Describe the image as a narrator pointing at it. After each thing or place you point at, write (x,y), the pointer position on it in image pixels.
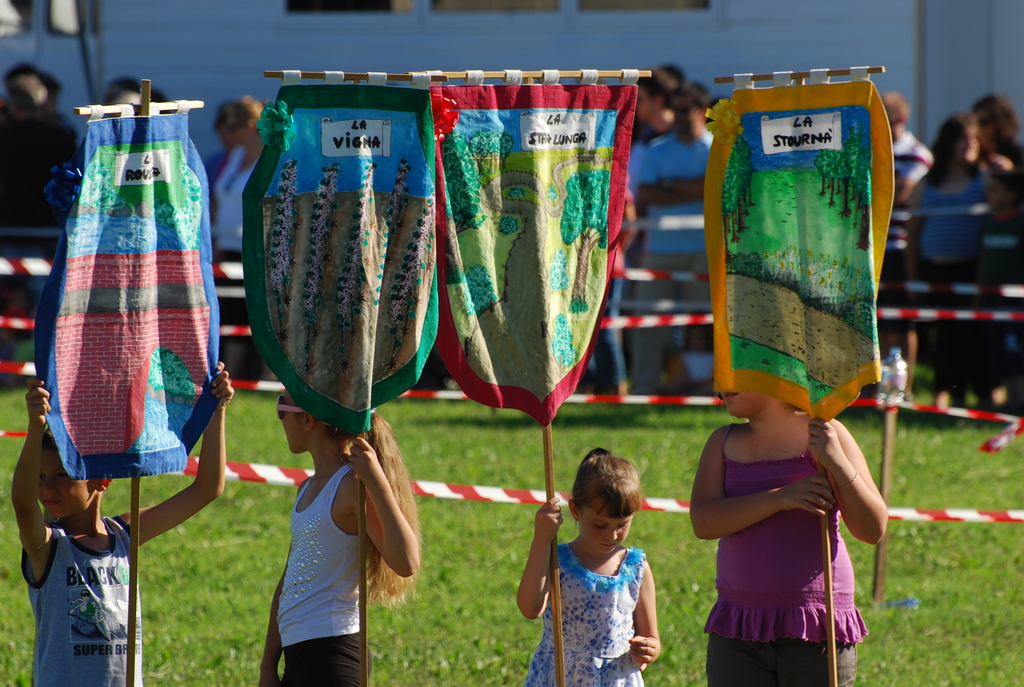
In this image at the bottom (577,562) there are some children (404,542) who are standing and they are holding some flags (83,458), and in the background (992,176) there are a group of people (992,206) who are standing and also there is railing (15,267). And in the background (662,12) there are some buildings (266,23), at the bottom (267,570) there is grass (528,642).
